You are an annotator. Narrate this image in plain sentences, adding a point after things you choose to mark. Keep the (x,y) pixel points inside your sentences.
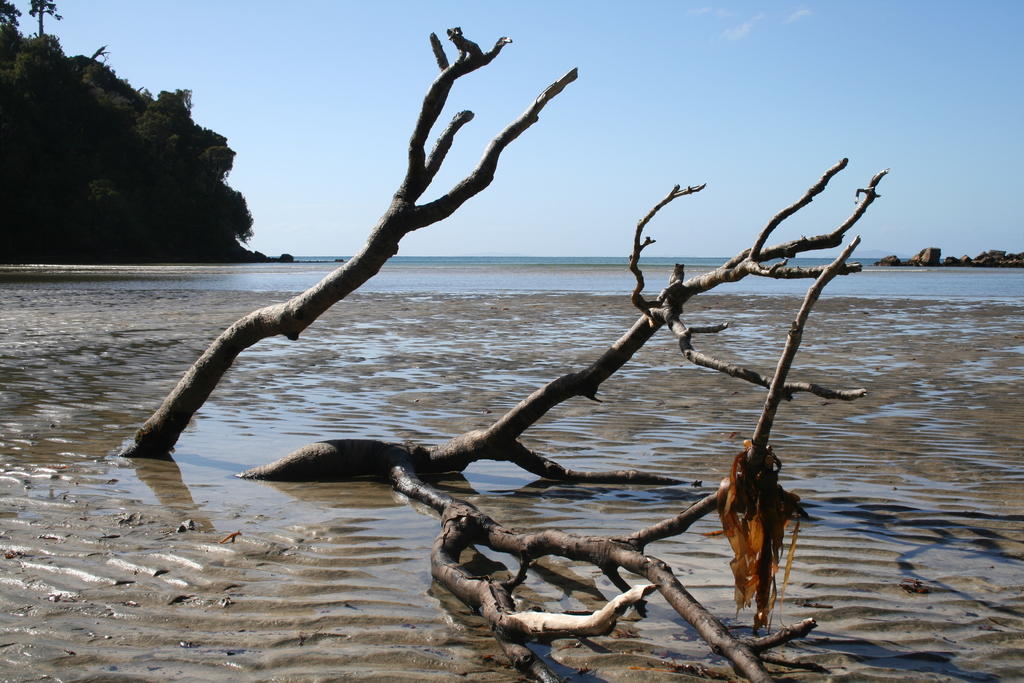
In this picture I can see there is a tree (774,270) without leaves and there is sand (253,596) and water (264,426) on the floor (480,323), there is an ocean (467,290) in the backdrop (449,278), there are few rocks (946,261) onto the right side (965,261), there is a mountain (177,157) at left side (54,56) with trees (69,64) and the sky (424,68) is clear.
